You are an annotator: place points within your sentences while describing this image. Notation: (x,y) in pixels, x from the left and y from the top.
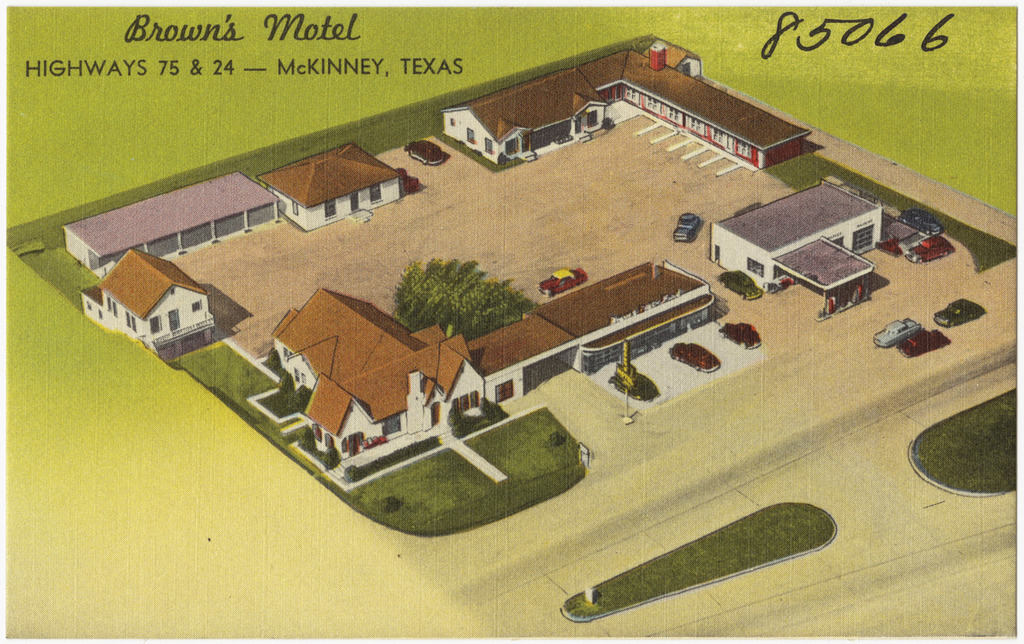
In this image there are depictions of buildings (425,352), trees (477,335), cars (741,286), grass (434,509) and there is some text (818,47) on the top of the image (886,34).
